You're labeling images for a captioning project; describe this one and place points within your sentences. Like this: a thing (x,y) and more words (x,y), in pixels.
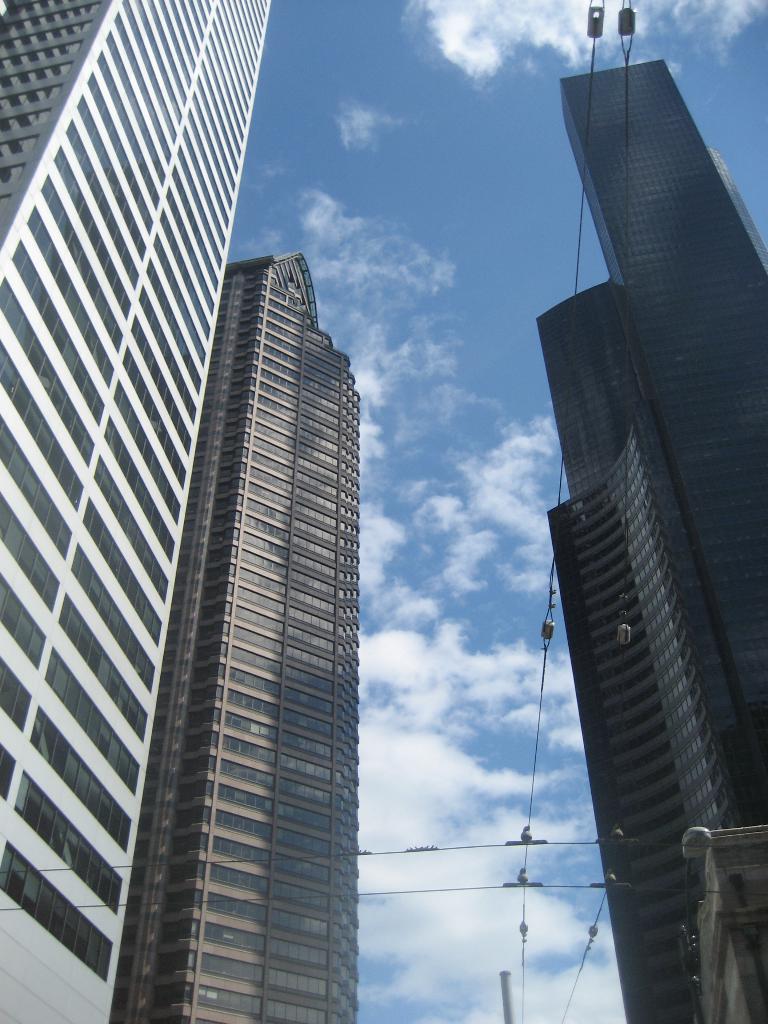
In this picture I can see buildings (1,548) and I can see a pole (507,1002) and a blue cloudy sky (422,410).
